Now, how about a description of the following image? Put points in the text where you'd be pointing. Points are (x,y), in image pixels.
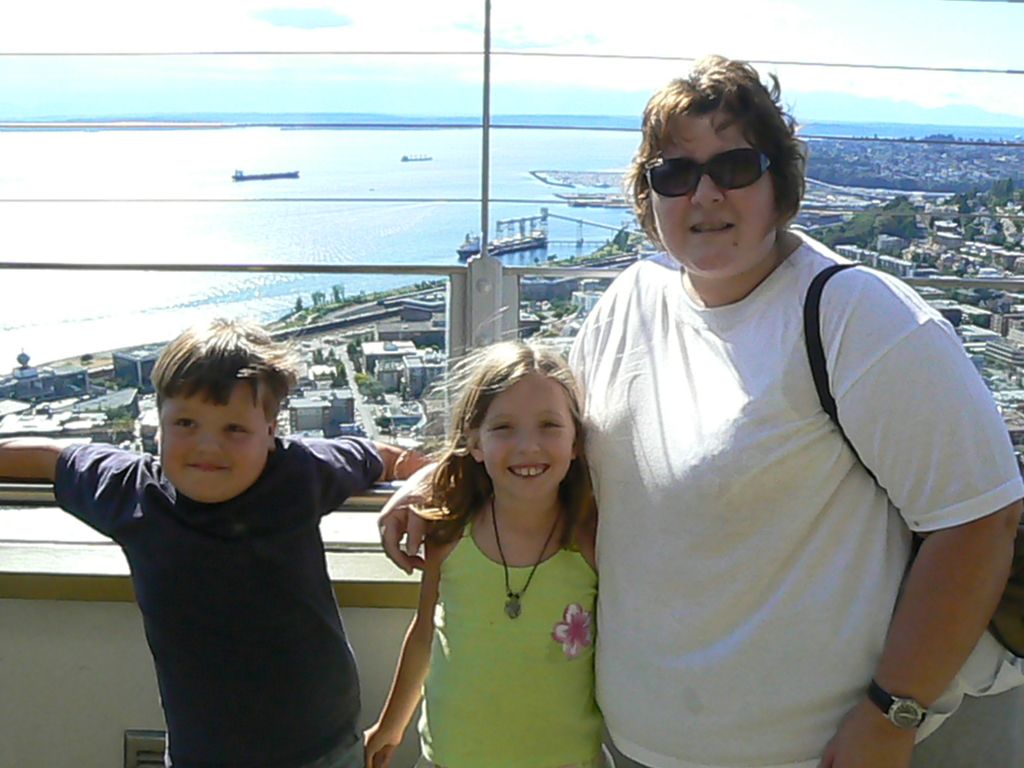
In this image I can see three people (635,551) with different color dresses (234,582) and one person (651,192) is wearing the goggles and the bag (1022,616). In the back (416,397) there are many buildings (418,354). To the side I can see the water (253,218). I can also see the trees (813,236) and the sky (918,56) in the back (461,40).
